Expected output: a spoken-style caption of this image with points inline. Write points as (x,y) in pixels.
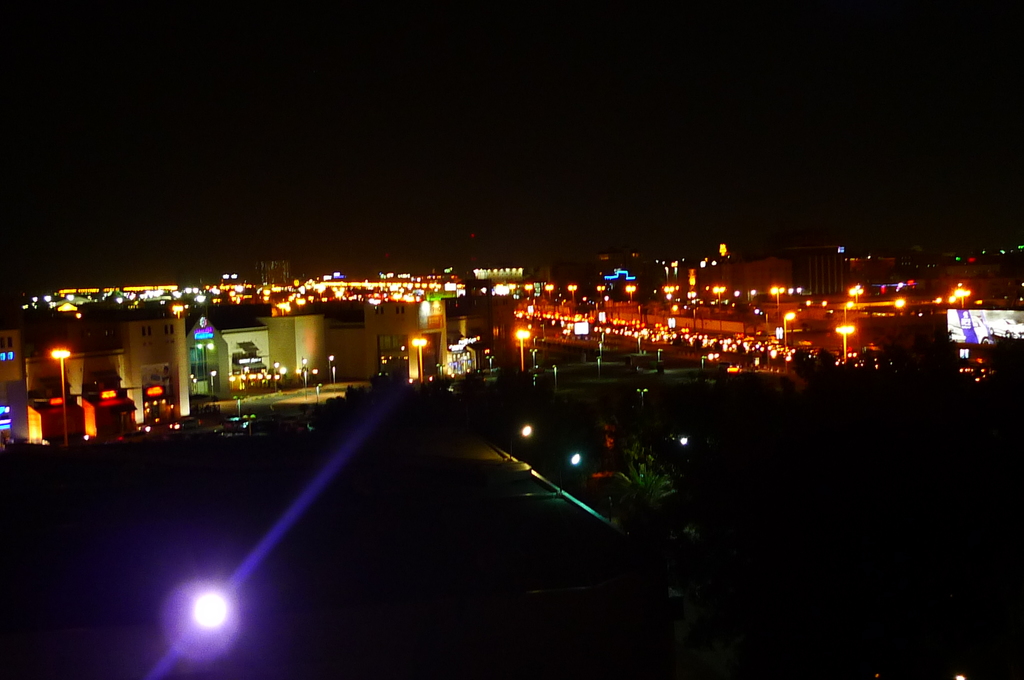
In this image I can see number of buildings (46,348), number of lights (343,299), few trees (649,502) and I can also see this image is in dark.
